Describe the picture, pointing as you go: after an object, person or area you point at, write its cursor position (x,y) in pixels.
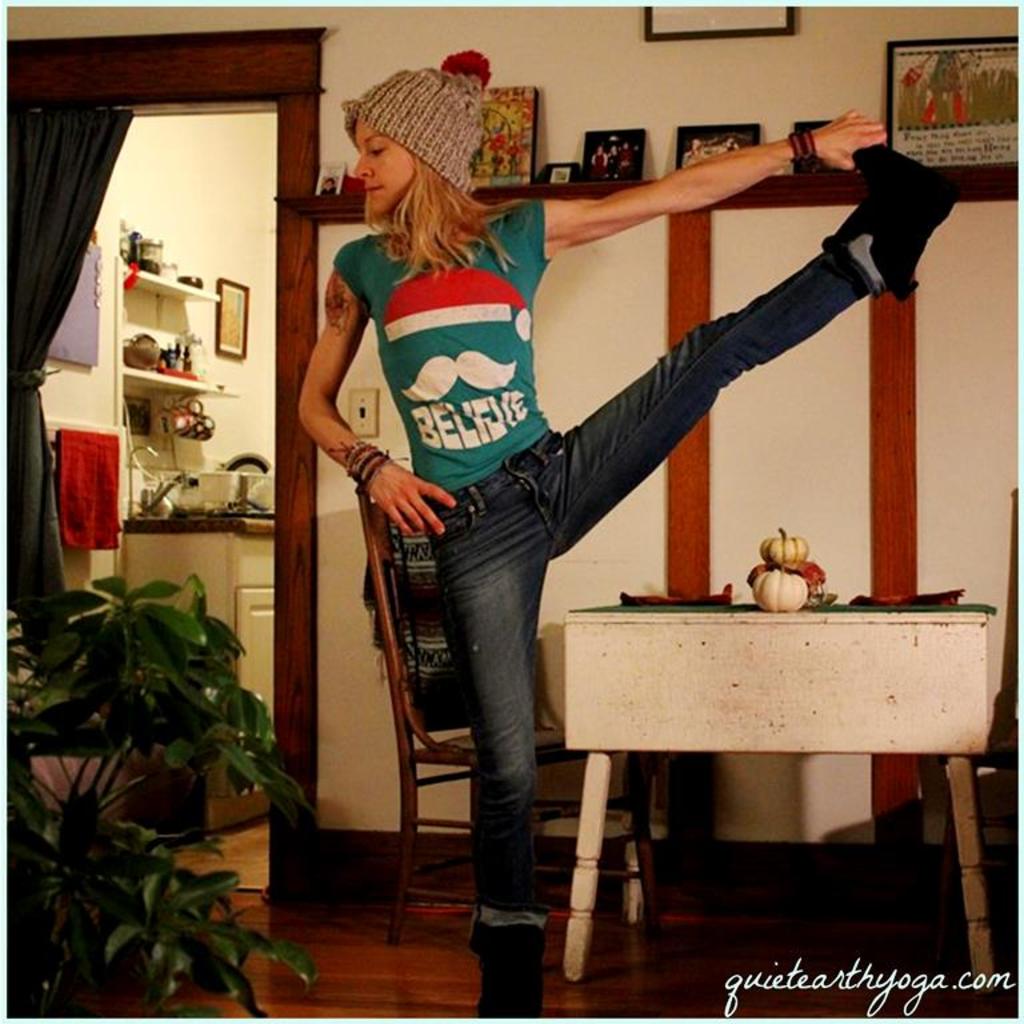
In the image we can see there is a woman (457,563) who is standing and stretching leg (923,190) and holding it by her hand (853,139).
